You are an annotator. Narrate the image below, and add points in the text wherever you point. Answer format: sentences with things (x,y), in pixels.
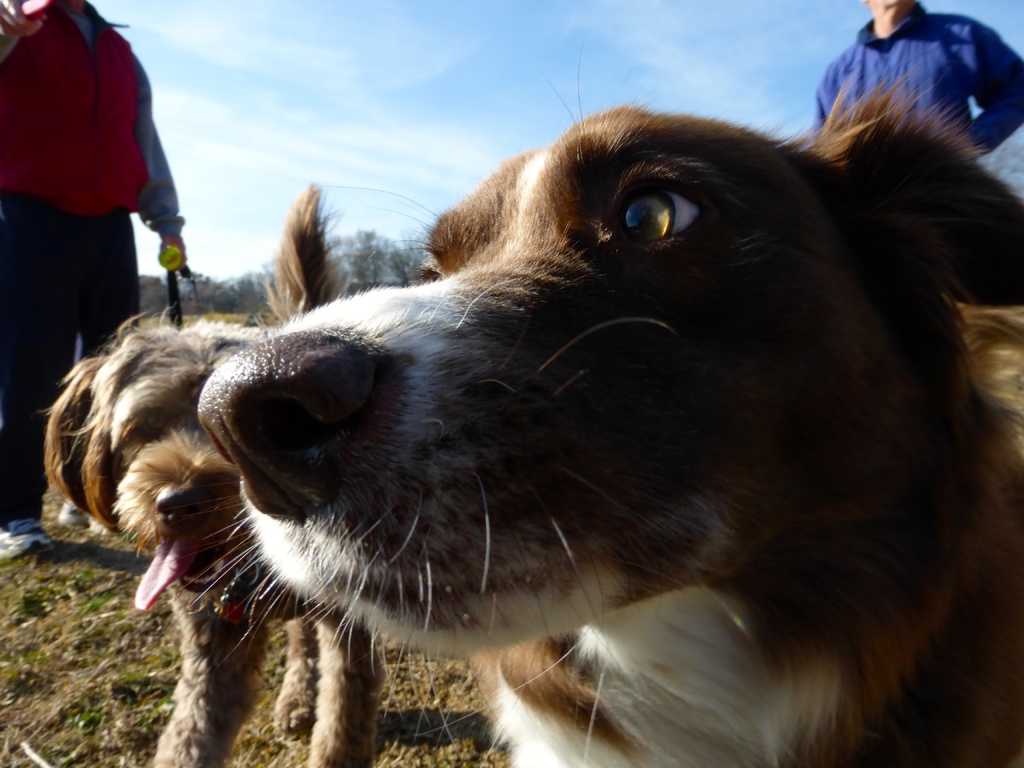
In this image i can see 2 dogs (591,385) and in the background (284,210) i can see 2 persons (124,136) standing, sky (479,95) and trees (376,269).
